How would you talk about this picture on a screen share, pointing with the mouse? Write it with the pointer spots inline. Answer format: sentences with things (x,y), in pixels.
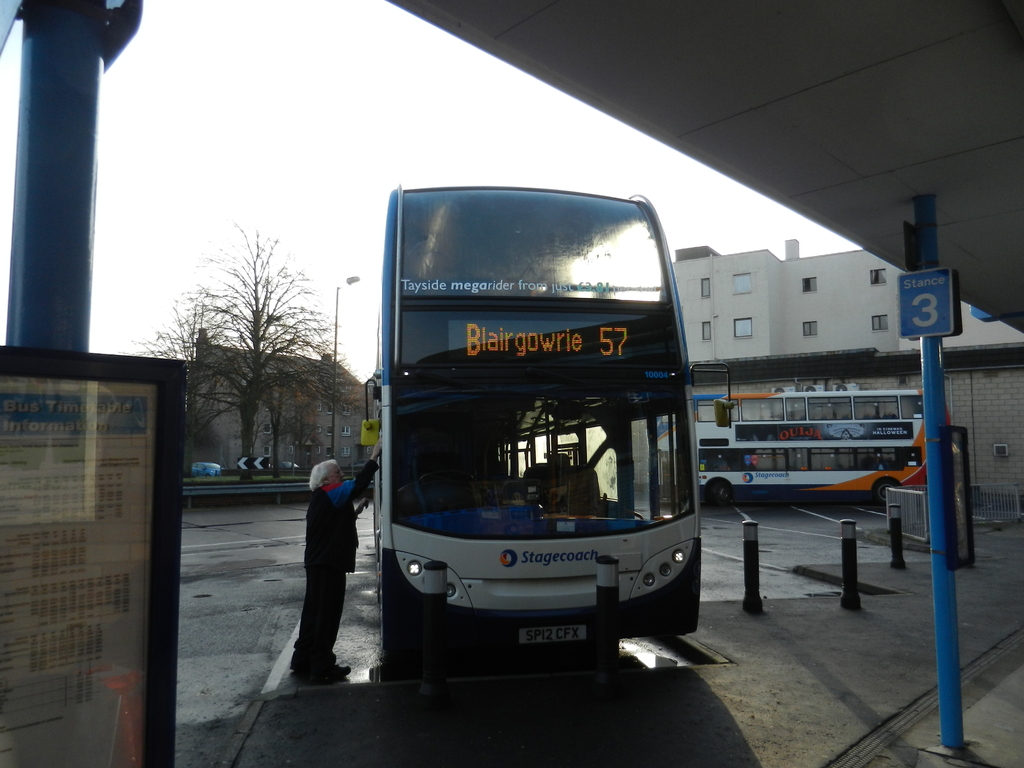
In this image there is a bus (522,508) on the road (241,627). Before the bus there is a bus stand (941,543). A person (320,495) is standing beside the bus (377,554). Left side (33,620) there is a pole (25,256) having a frame (84,527) attached to it. Behind the person (339,492) there is fence (281,492), behind there is a grassland (252,482) having few trees (246,438) on it. Right side (777,469) there is a bus (789,466). Behind the bus stand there is a building (808,302). Behind the trees (247,422) there is building (271,434). Top of image (266,164) there is sky (199,163).
